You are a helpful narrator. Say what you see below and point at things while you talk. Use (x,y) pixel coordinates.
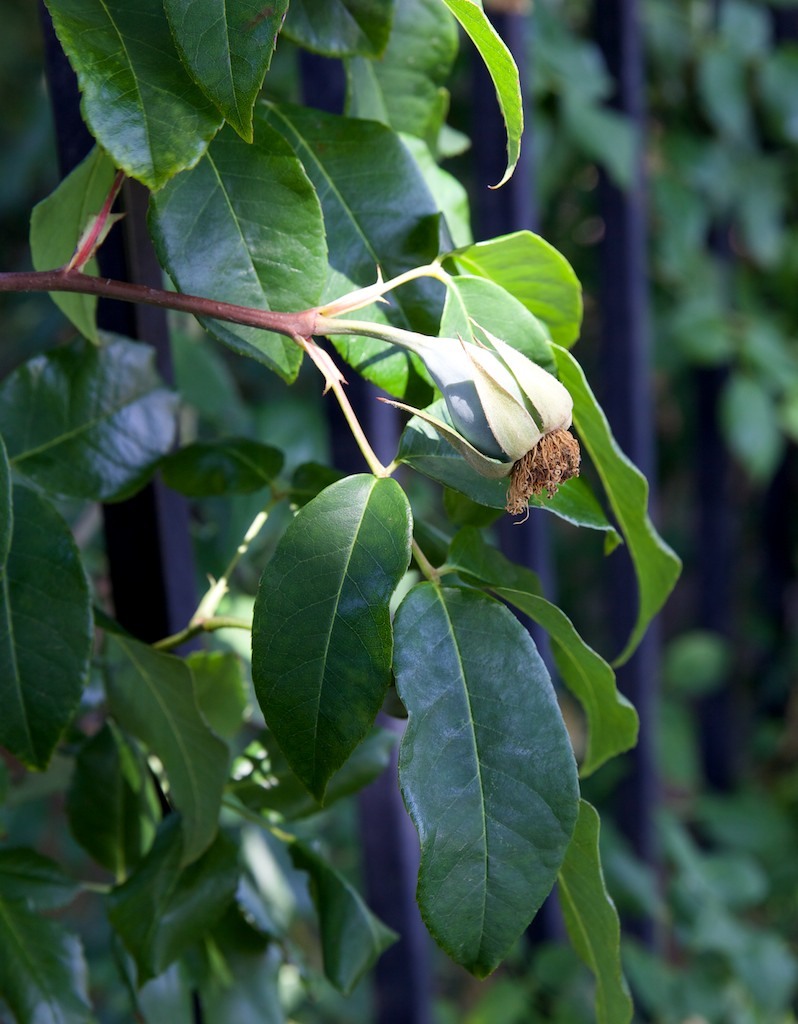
In this image there is a plant (469,426) having leaves (394,357) and a bud (457,359) to it. Behind it there is fence (604,274) and few plants (657,1006).
